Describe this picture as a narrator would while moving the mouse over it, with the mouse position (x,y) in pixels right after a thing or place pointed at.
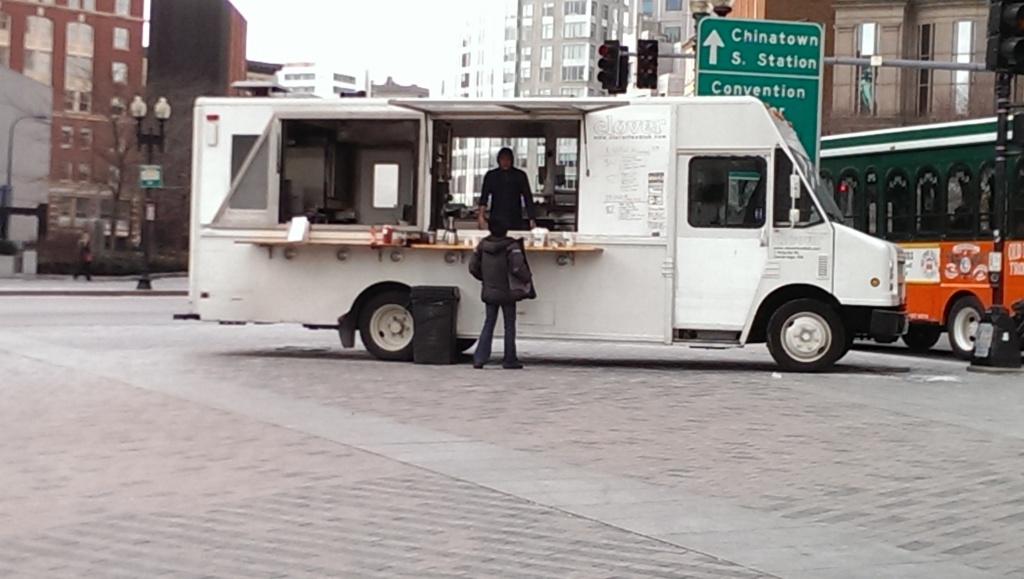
In this image in the middle (416,280) there is a truck (549,287) on that there is a man (514,200) and some items (526,243), in front of that there is a person (514,297). On the right (894,218) there are buildings (667,68), signboards (724,66), traffic signals (645,59) and bus (920,232). At the bottom (771,477) there is a floor (428,485). On the left (209,72) there are buildings (188,68), street lights (142,124) and sky (376,40).
